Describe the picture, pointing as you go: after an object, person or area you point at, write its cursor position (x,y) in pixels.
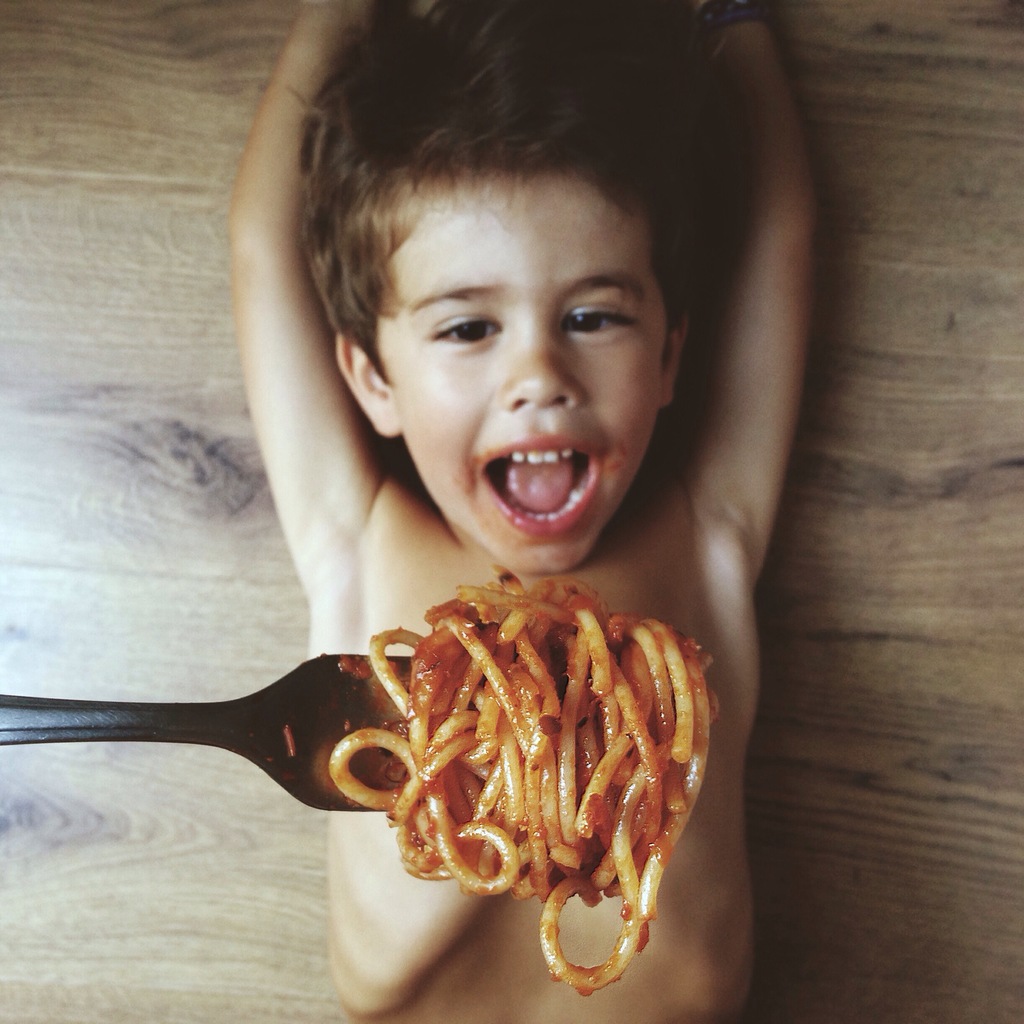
In this picture I can see a boy (371,974) lying on the table (1013,564) and I can see a fork (305,717) with noodles (536,720).
